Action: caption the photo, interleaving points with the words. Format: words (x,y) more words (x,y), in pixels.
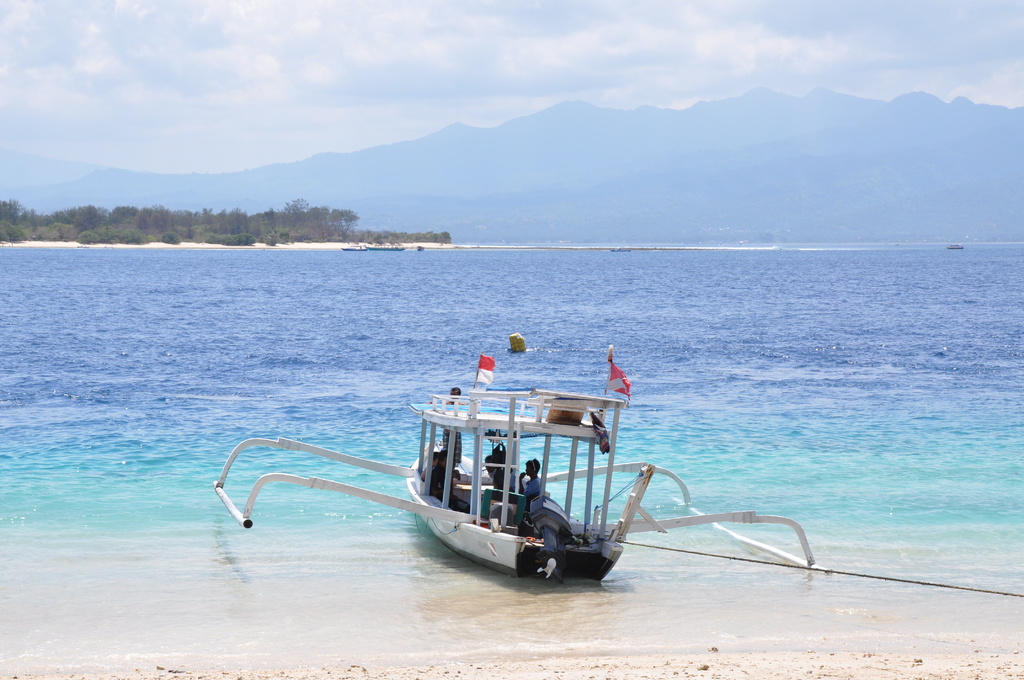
This picture is clicked outside the city. In the center (436,423) we can see some persons (523,486) and some objects (549,541) in the boat (577,529) and we can see the flags (489,373) and some objects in the water body (545,286). In the background (816,116) we can see the sky (236,139), hills (382,176), trees (311,220) and some objects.
